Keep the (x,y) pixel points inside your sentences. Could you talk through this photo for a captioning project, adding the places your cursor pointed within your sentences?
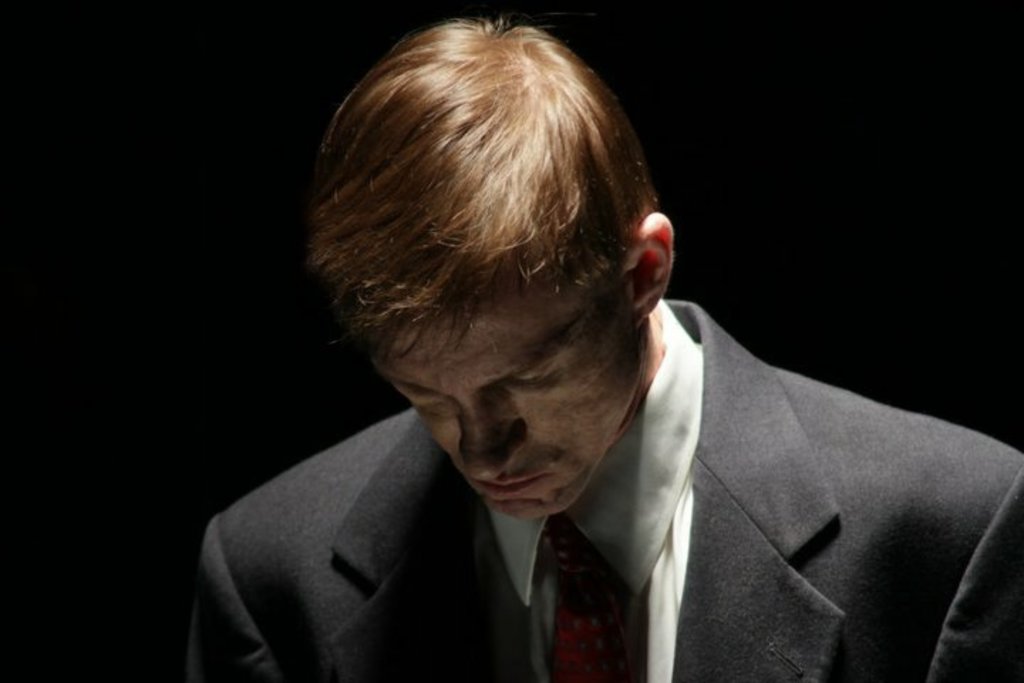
In this image we can see a person (434,444).
